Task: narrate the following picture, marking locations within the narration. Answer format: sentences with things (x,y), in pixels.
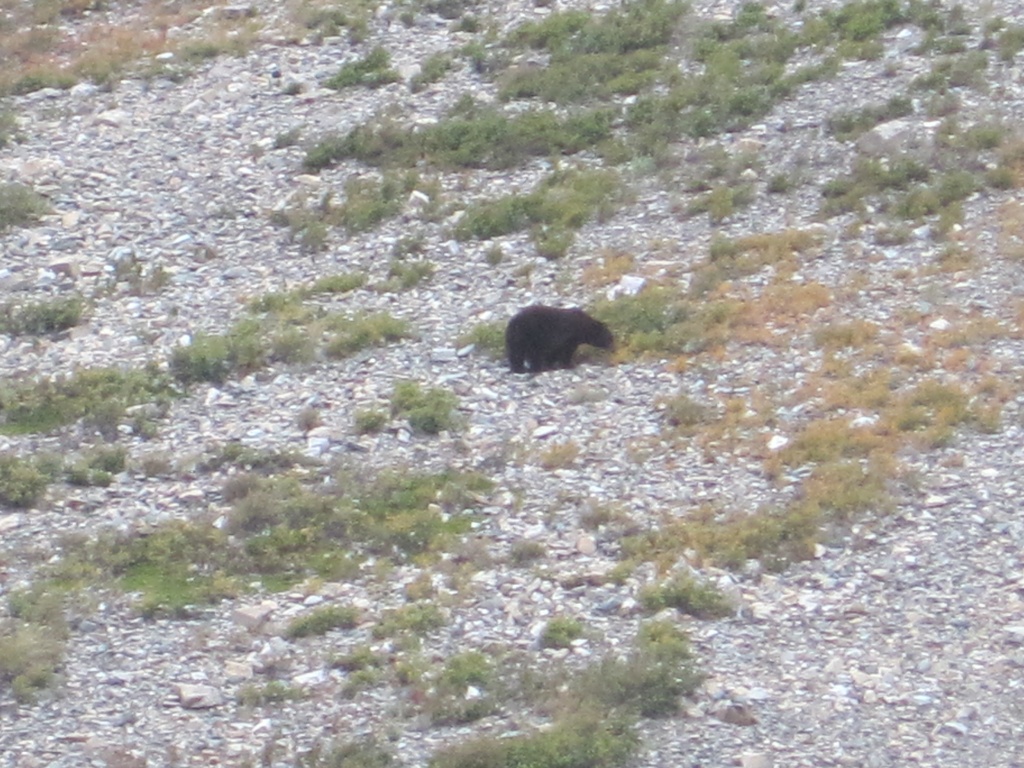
In this image we can see black color bear (591,342) and small plants (555,245) on the land (438,470).
